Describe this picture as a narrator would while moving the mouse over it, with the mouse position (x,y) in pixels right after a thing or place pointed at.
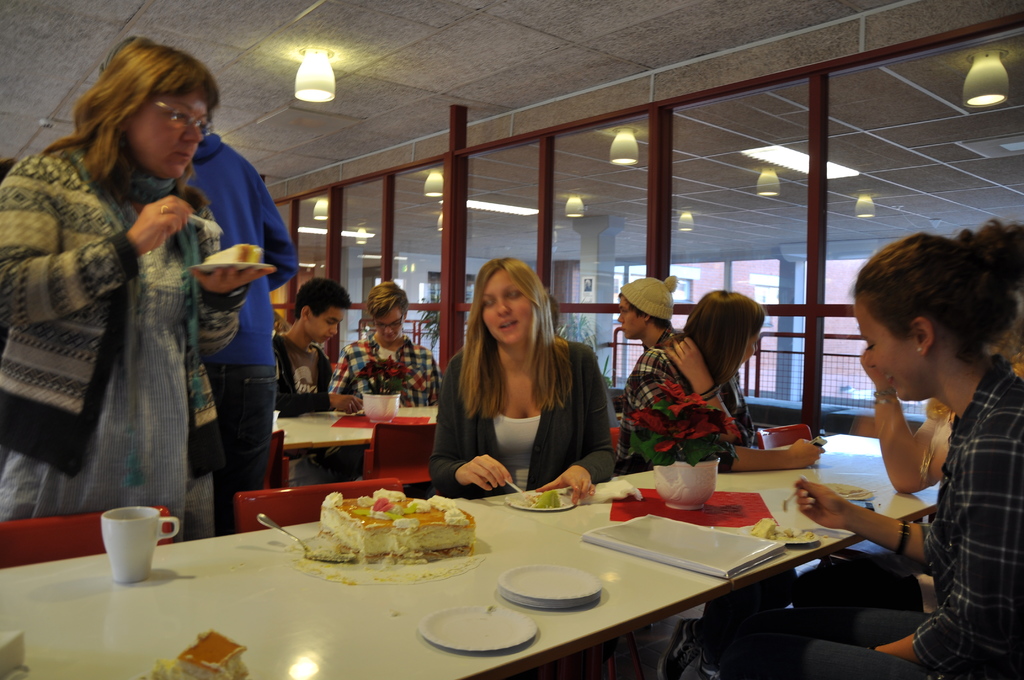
In this picture we can see some persons (1021,581) are sitting on the chairs (394,463). Here we can see two persons (54,215) are standing on the floor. This is table (342,651). On the table (408,648) there are plates (527,603), cake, and a flower pot (682,480). On the background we can see some lights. And this is glass (756,259).
